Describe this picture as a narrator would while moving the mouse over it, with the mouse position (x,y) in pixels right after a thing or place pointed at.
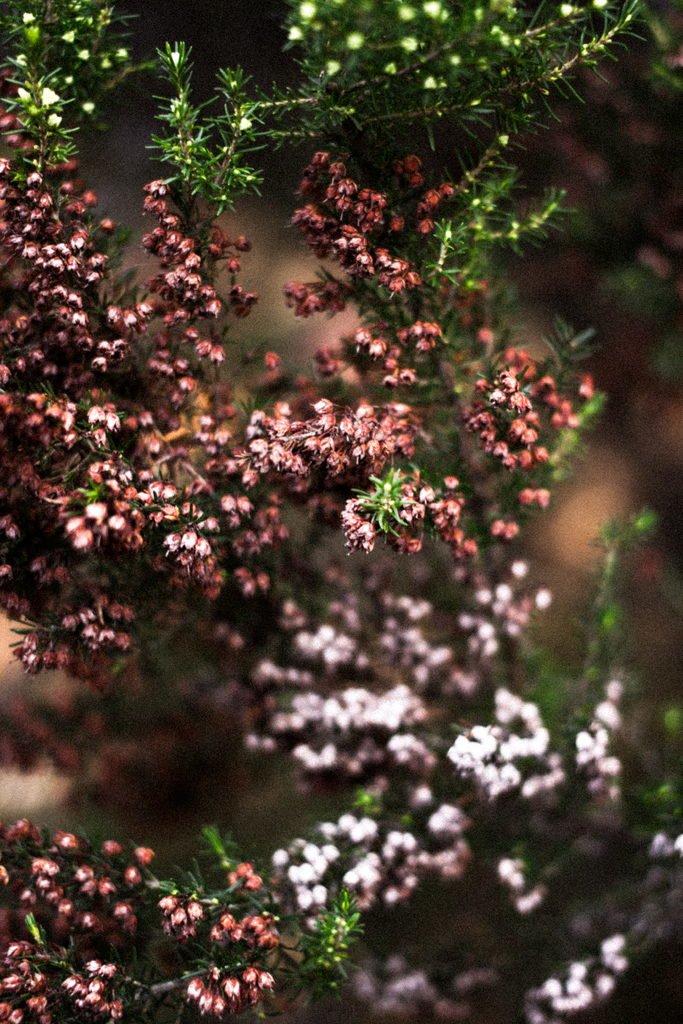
In this image we can see flowers (271,459) and plants (219,839).
